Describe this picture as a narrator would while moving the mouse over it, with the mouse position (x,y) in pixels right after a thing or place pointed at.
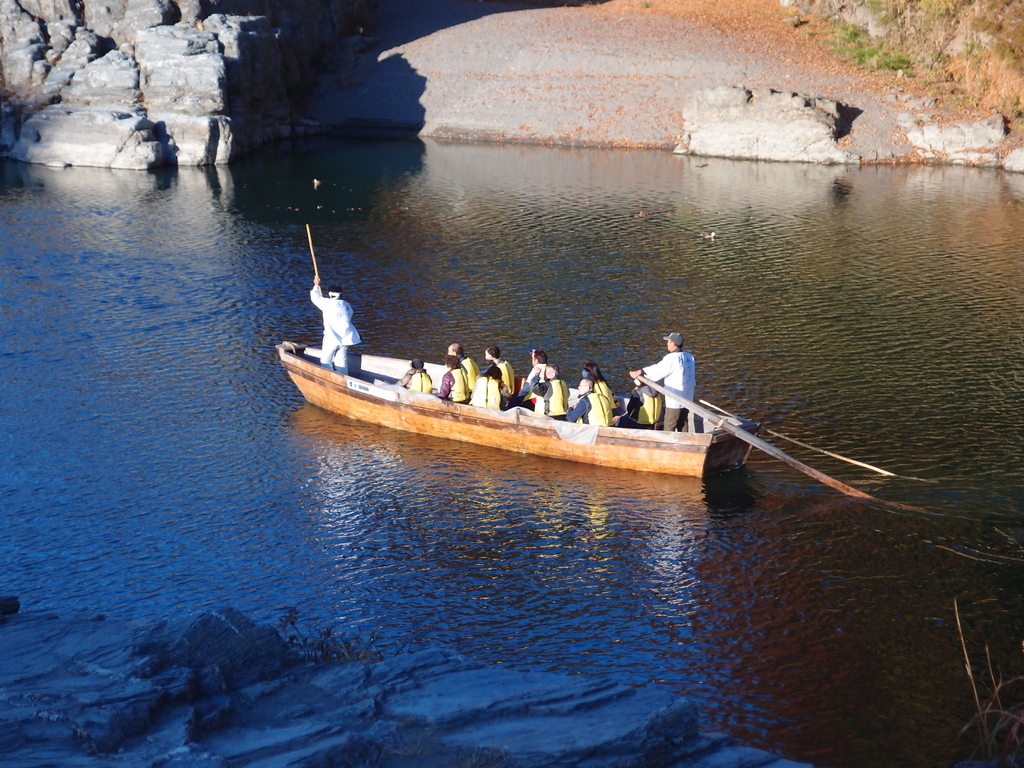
In the picture I can see people (543,410) among them two are standing and others are sitting on the water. In the background (8,19) I can see rocks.
